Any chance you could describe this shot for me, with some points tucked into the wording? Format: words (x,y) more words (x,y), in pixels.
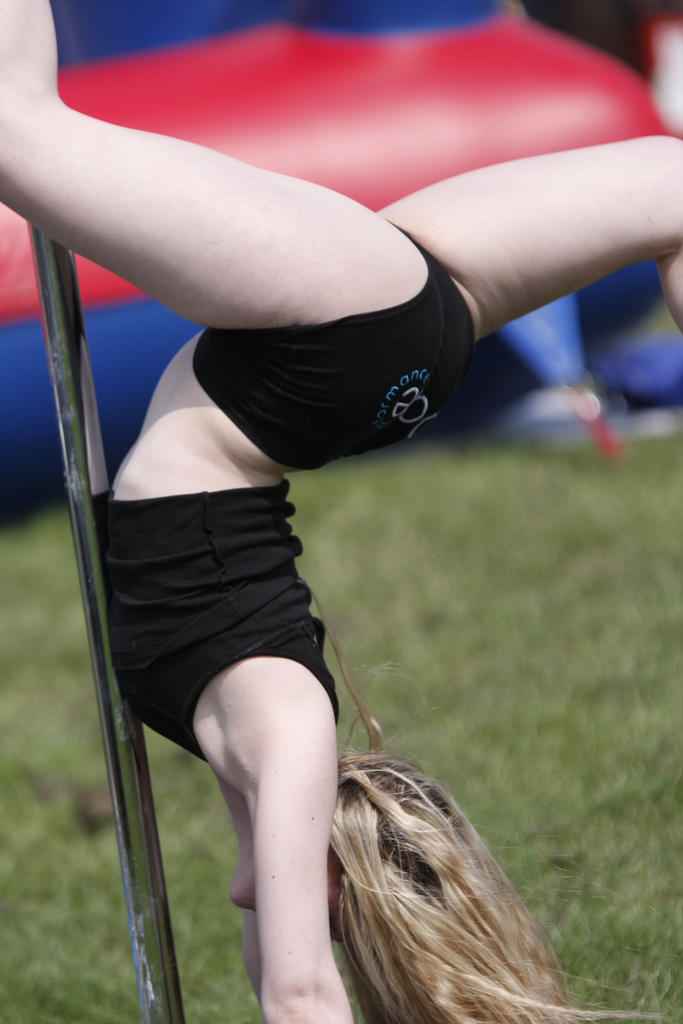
In the middle of the image (314,375) we can see a pole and a woman (157,533) is doing something. Behind her we can see grass (76,970) and balloon (372,196).
